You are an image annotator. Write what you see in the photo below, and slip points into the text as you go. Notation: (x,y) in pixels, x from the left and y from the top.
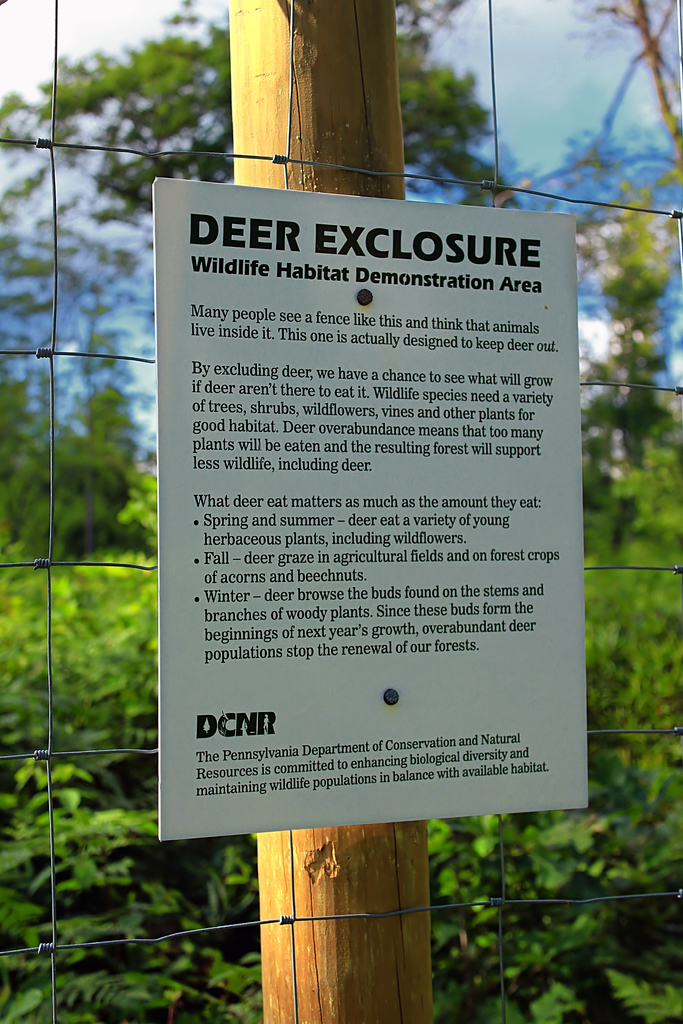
This image consists of a board (396,559) which is fixed to a wooden stick (374,871). In the background (21,607), there are plants (538,923) and trees (646,194). At the top (520,192), there is sky (652,163).
